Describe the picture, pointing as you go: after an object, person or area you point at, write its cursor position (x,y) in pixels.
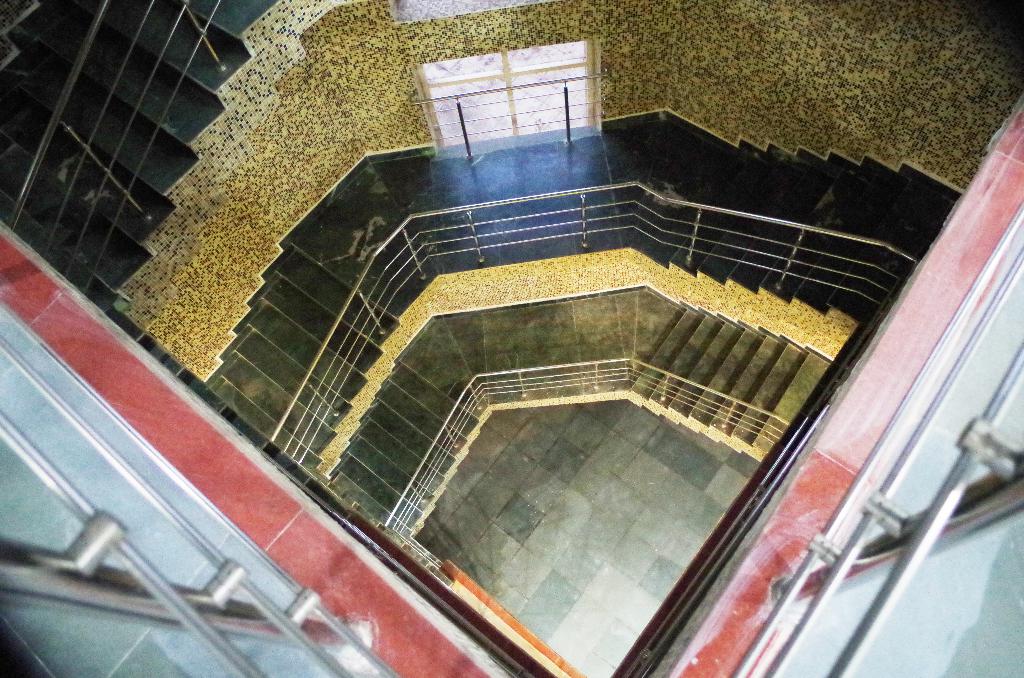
In this picture we can see rods (320,665), fences (23,446), steps (374,465), walls (795,316), window (474,119) and the floor (611,508).
